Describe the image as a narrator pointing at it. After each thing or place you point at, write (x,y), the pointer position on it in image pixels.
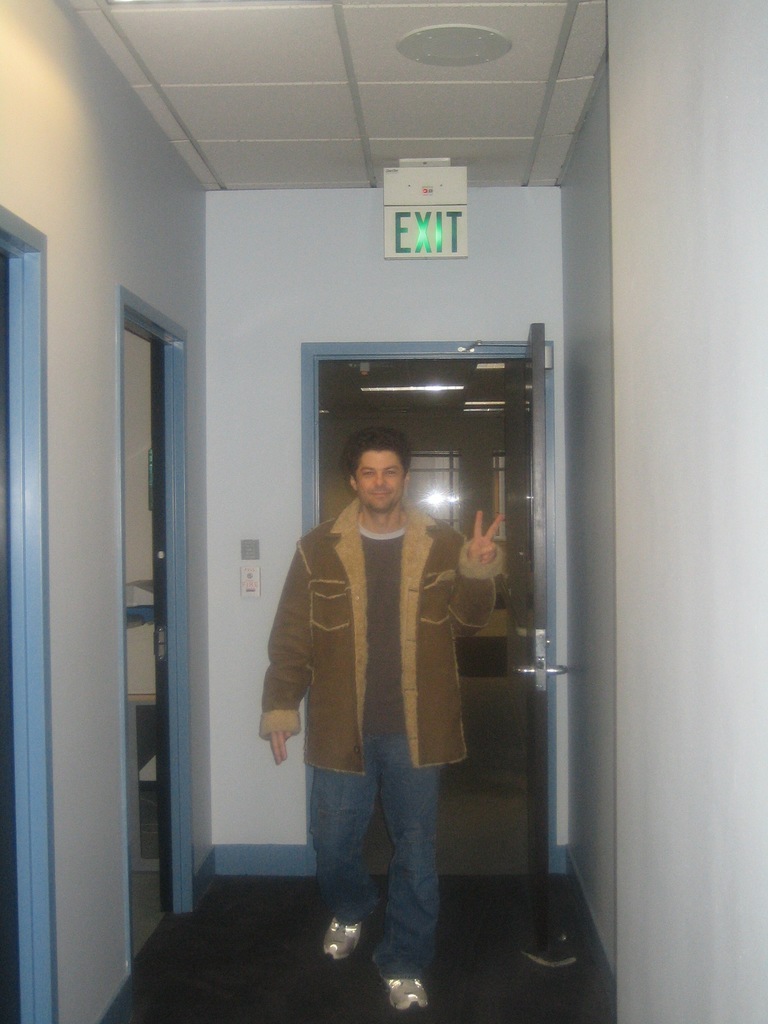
In this picture I can see a man (294,692) who is on the floor (183,1013) and I can see 3 doors (16,382). On the top of this picture (441,187) I can see a board (415,208) on which there is a word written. In the background (432,384) I can see the lights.
